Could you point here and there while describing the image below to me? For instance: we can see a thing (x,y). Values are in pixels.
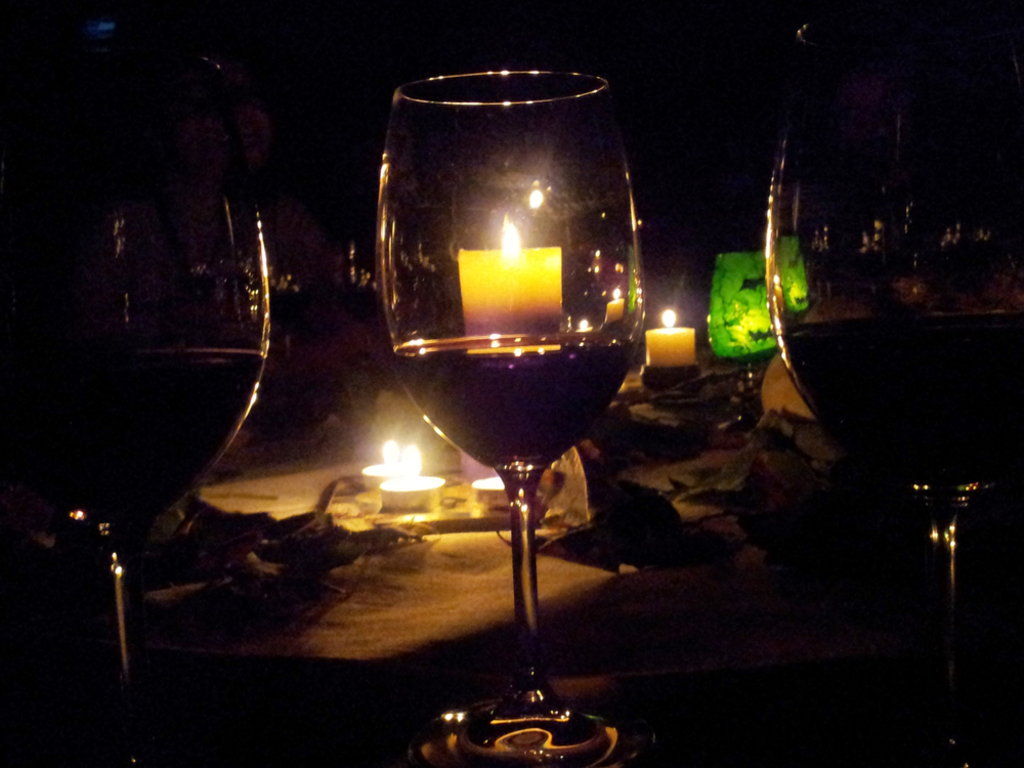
In this image we can see some glasses (568,418), candles (623,315) and some objects (782,418) placed on the surface (602,607).
